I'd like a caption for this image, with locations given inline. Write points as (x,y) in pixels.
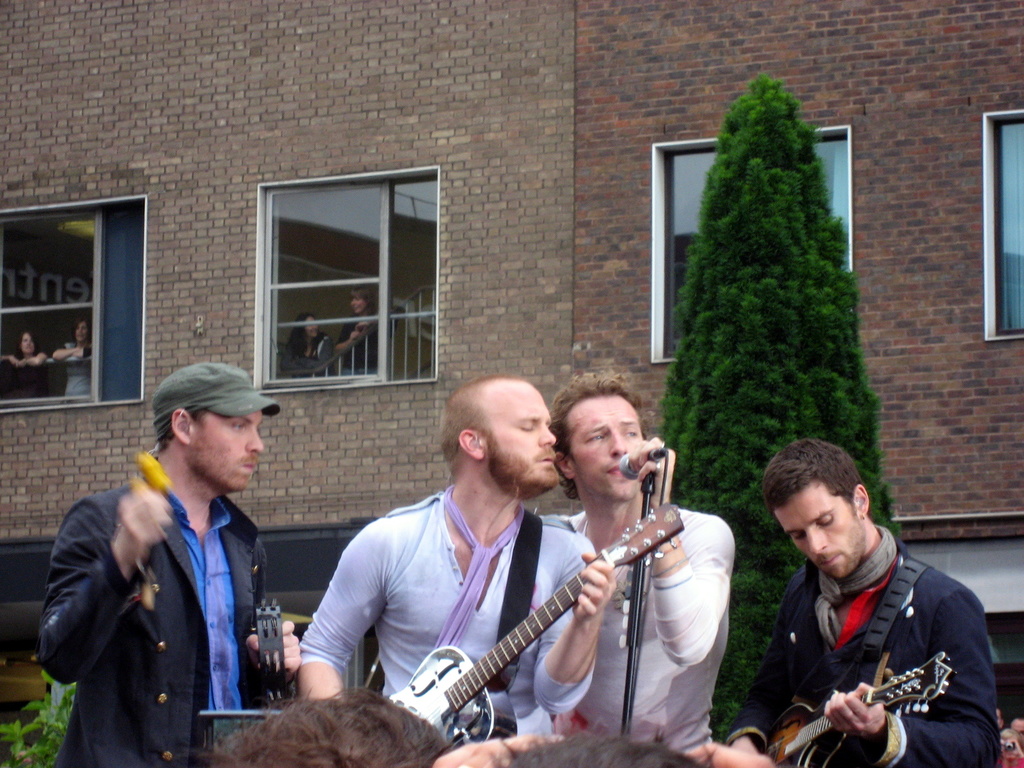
In the picture we can see a people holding a musical instruments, near the microphone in the background (505,353) we can find a tree (751,260), building (109,440) with windows (408,332).
